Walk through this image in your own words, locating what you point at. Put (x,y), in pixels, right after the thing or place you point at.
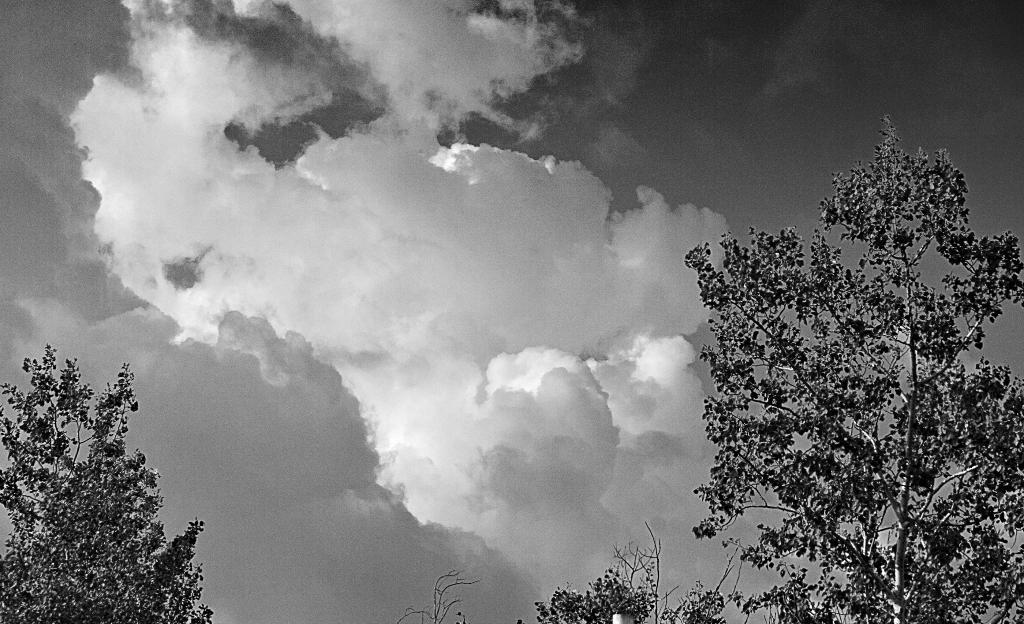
In this image I can see many trees (141,508), clouds (527,497) and the sky (655,119). I can see this is a black and white image.
